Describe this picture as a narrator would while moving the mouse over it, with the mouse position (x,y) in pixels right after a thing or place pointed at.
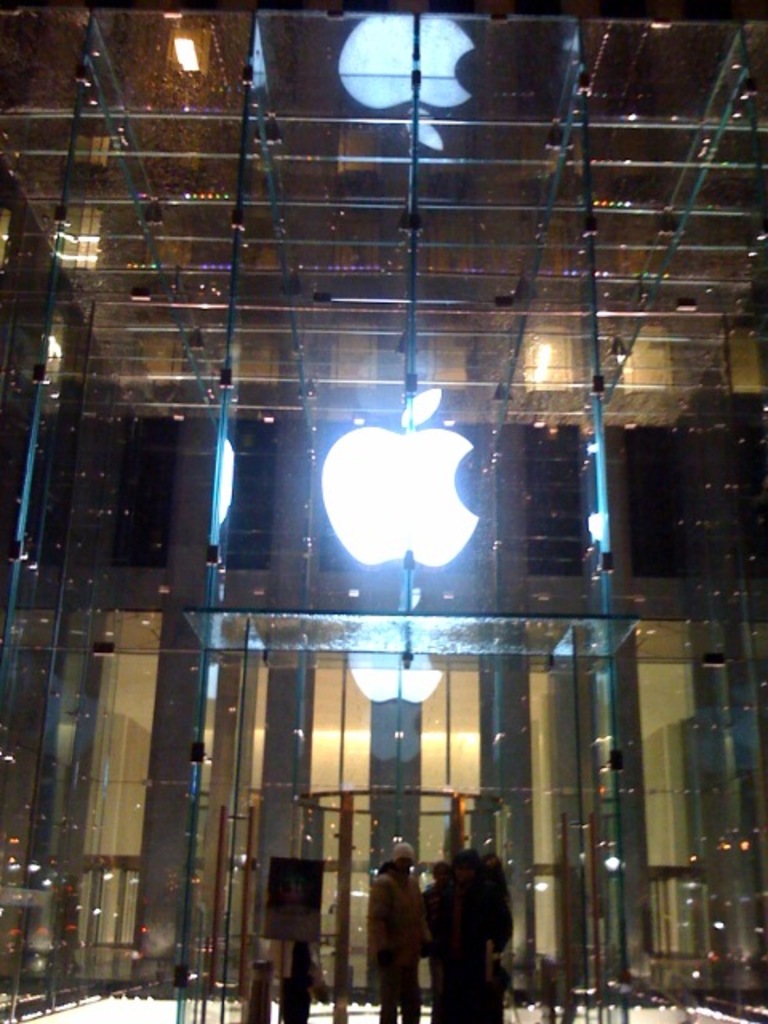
This image consists of a building (494,622) made up of glass (367,768). At the bottom (412,947), there are three persons (468,937) standing. In the background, there are lights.
